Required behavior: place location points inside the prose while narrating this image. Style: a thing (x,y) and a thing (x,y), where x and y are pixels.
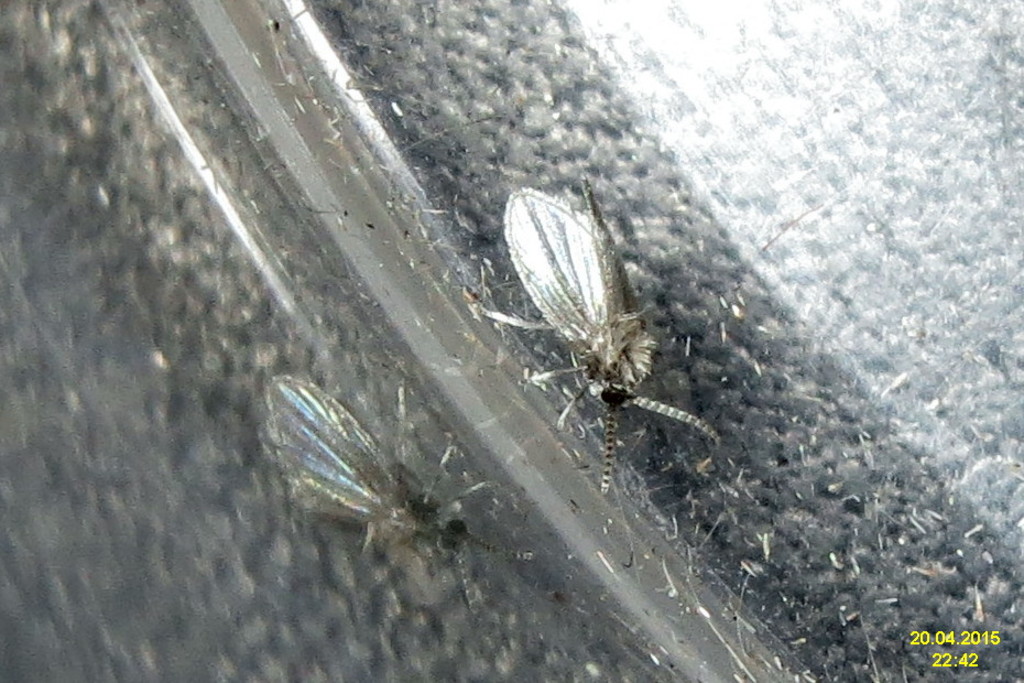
In this picture i can see an insect (585,346) which is lying on surface (624,240).
